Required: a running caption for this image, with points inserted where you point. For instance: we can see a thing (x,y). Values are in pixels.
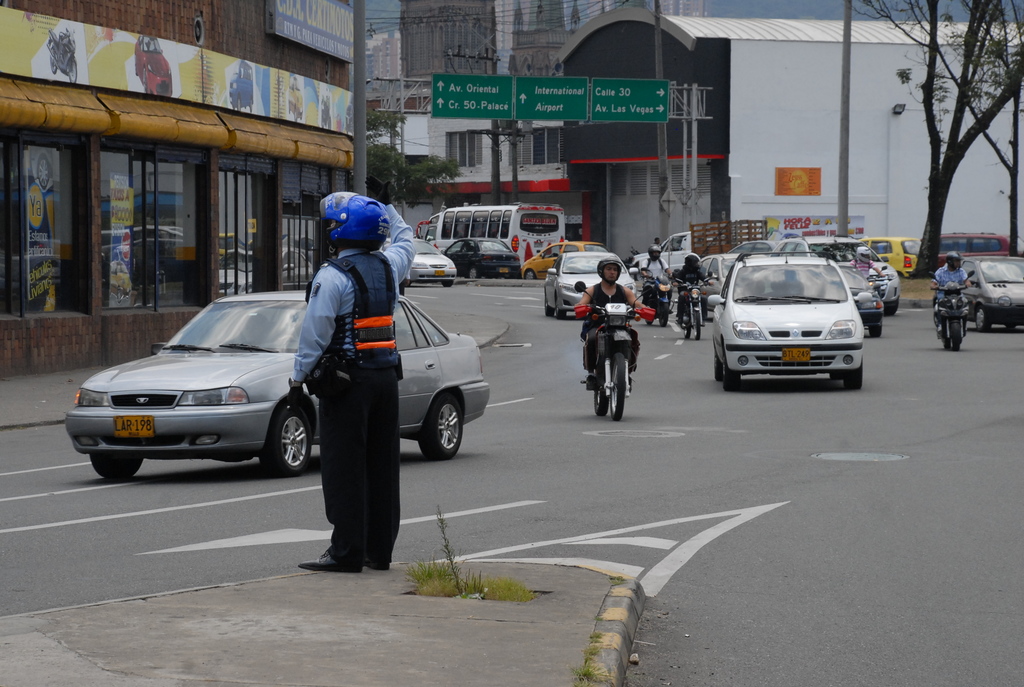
This is the picture of a place where we have some bikes (633,338), cars (573,270), vehicles (573,270) and a person (380,277) to the side and also we can see some buildings (104,10), trees (964,148), poles (684,108) which has some boards (502,99) and some other things (427,109) around.
